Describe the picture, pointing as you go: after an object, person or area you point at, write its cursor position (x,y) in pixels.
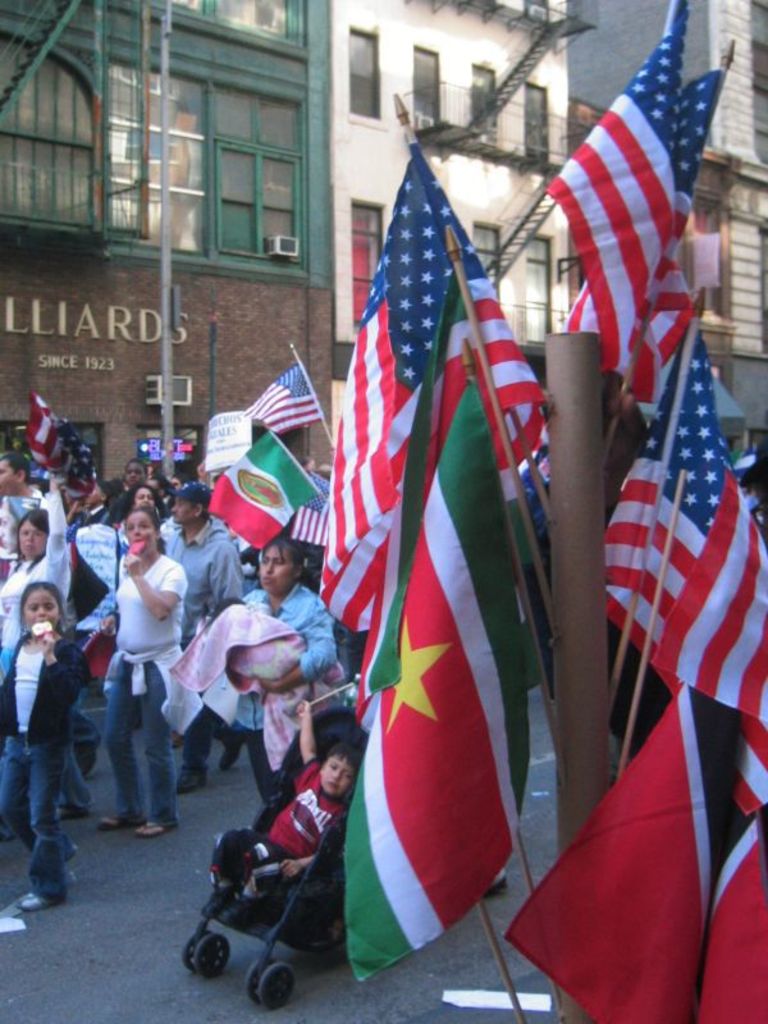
In this picture we can see there are groups of people (201,576) on the path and a boy (222,861) is in the stroller (234,910). On the right side of the people (224,563) there is a pole (554,454) with flags (467,608). Behind the people (192,523) there are buildings (225,140) with windows (183,83).
